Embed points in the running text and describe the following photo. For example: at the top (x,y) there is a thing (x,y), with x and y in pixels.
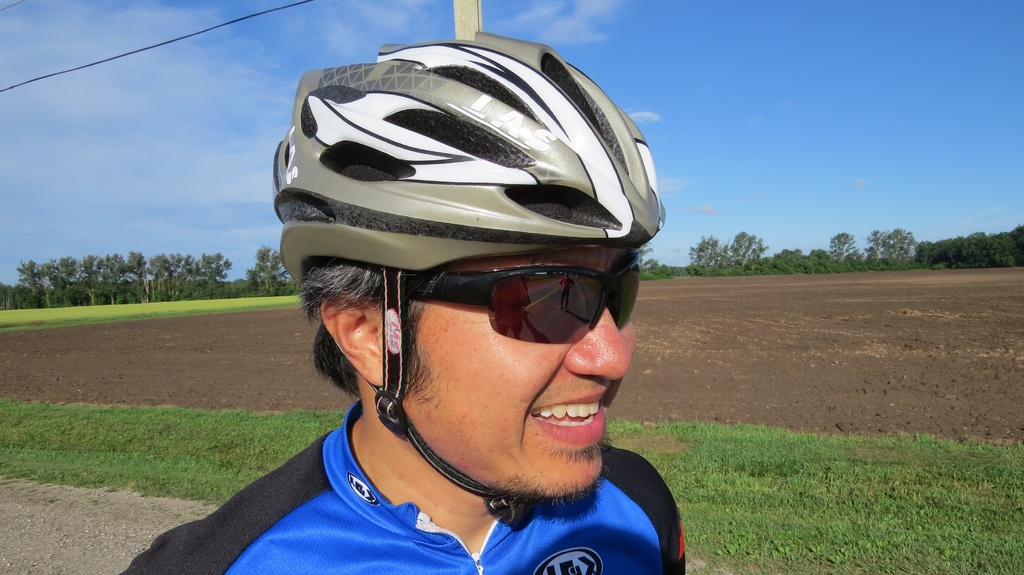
In this image there is a person (445,404) with helmet (549,226) is on the fields (907,441), beside that there are so many trees (973,243).
